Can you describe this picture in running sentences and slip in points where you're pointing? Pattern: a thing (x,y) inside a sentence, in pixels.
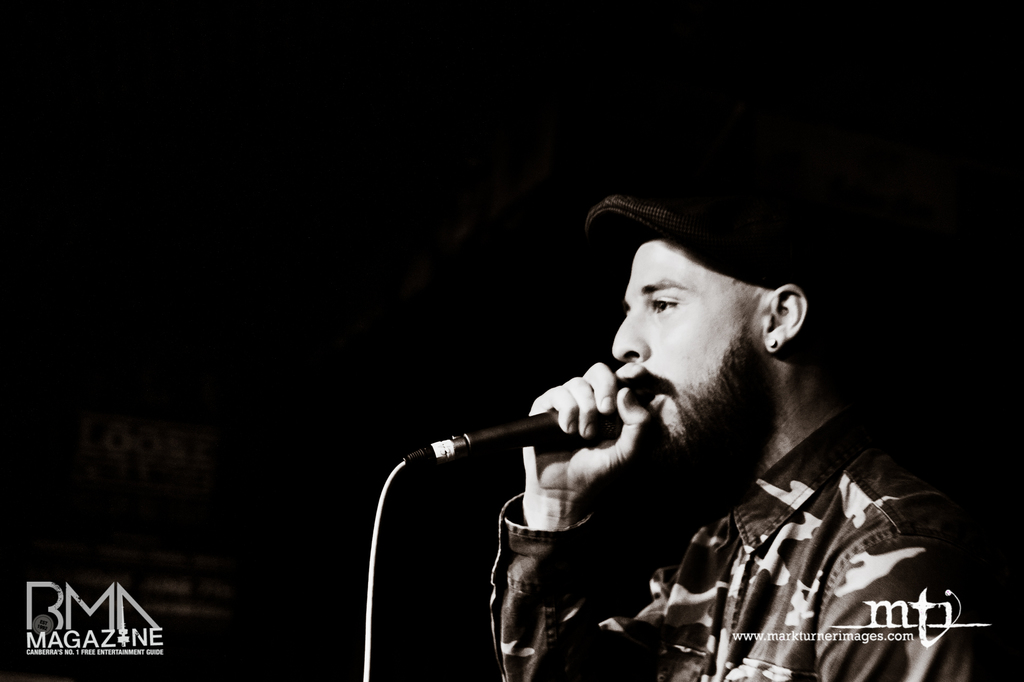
In this image we can see a person (706,426). A person (694,459) is holding a microphone (541,429) and speaking into it.
